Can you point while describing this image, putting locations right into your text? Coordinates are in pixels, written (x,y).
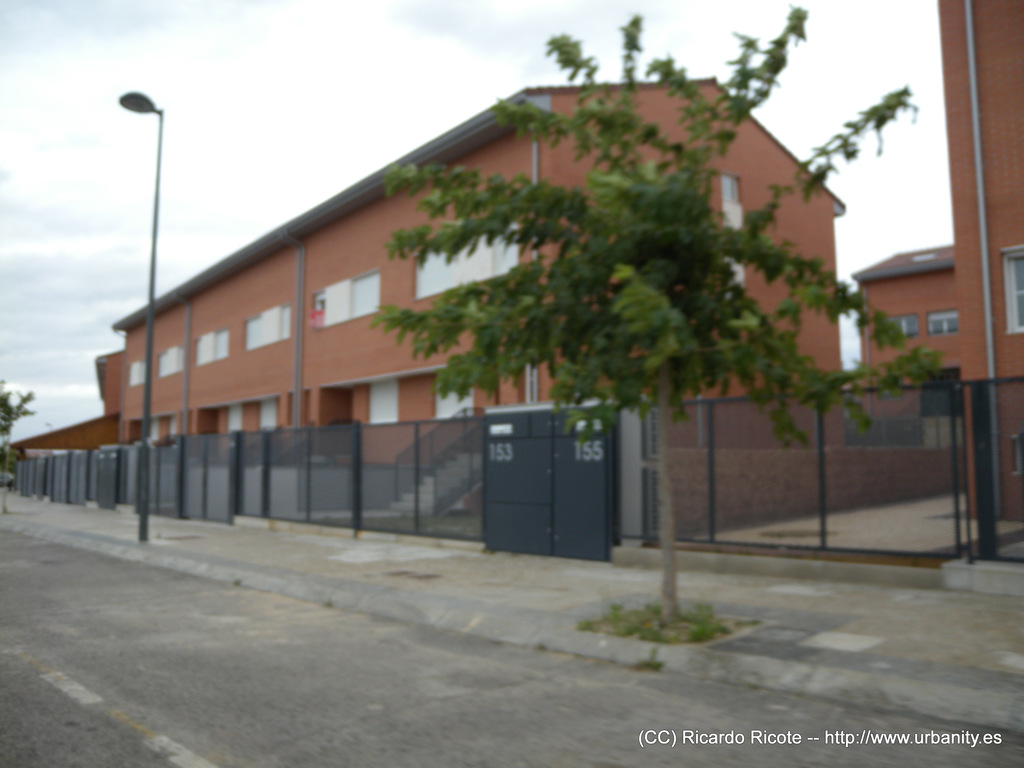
In this picture we can see the road (312,657), footpath (53,529), fence (475,500), trees (744,315), buildings (1004,263) with windows (1009,279), pipes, street light pole (160,135) and in the background (132,203) we can see the sky (246,135) with clouds (543,61).
